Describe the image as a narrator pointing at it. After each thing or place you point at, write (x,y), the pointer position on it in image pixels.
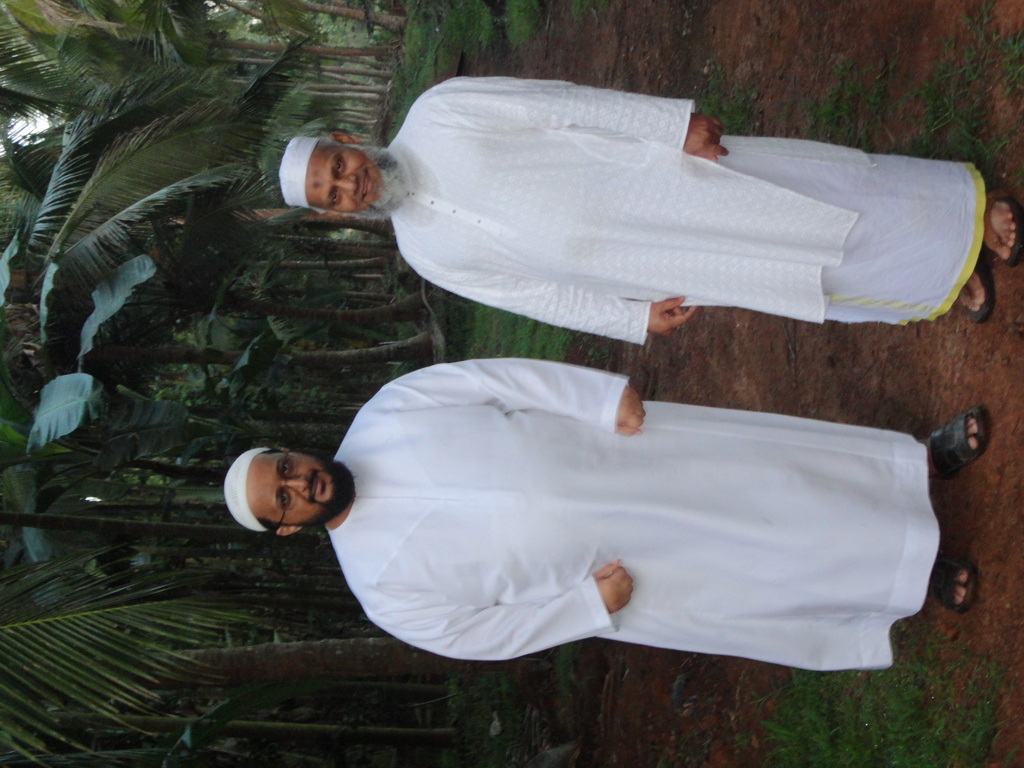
In this image, I can see two persons (565,292) are standing on the ground (776,368) and I can see grass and trees (245,674). This image taken, maybe during a day.
